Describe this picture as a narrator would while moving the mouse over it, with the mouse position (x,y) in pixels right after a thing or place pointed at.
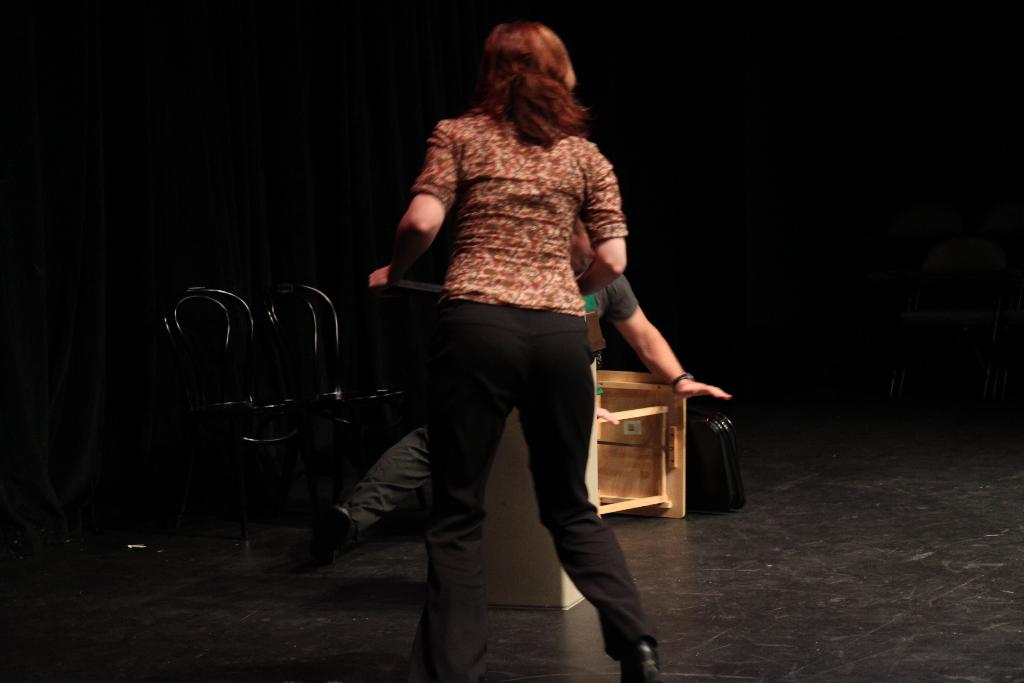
In this image we can see a man (320,544) and a woman (558,457) on the floor (123,557). In that the woman (454,370) is holding an object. We can also see some chairs (298,435), a table (633,464) and an object (694,481) which are placed on the surface (630,562).
